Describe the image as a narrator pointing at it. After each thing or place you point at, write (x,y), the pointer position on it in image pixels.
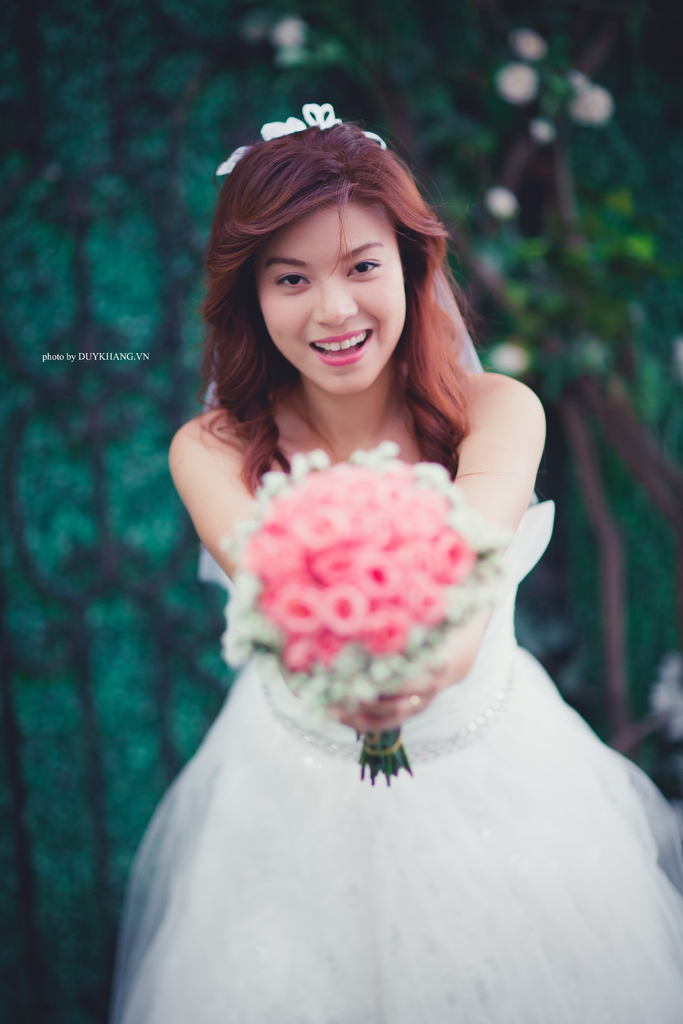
In this picture I can see there is a woman (131,967) standing here and she is wearing a white gown (400,878) and holding flowers (380,618) in her hand (461,665), she is smiling and in the backdrop (65,176) there are plants (501,204).
